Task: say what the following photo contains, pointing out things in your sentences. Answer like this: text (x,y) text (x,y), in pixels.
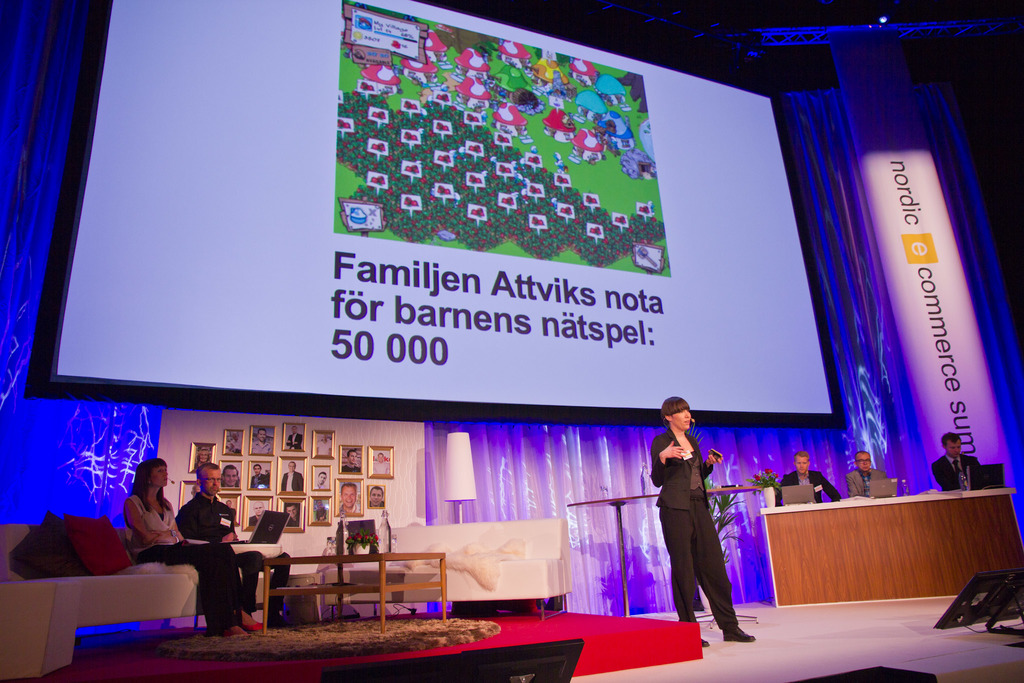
There is a person (680,551) standing, on the left side of the image (221,574) there are two people (233,568) sitting on the sofa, this man (246,565) holding a laptop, beside this woman (140,534) we can see pillows (32,562). We can see tables (360,555) and sofa (370,571). In the background (841,438) there are three people (939,476), in front of these people (938,462) we can see laptops (798,495) and flowers (773,476) on the table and we can see screen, frames (295,444) on a wall (369,428), curtains (880,344), board (908,171) and lamp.
